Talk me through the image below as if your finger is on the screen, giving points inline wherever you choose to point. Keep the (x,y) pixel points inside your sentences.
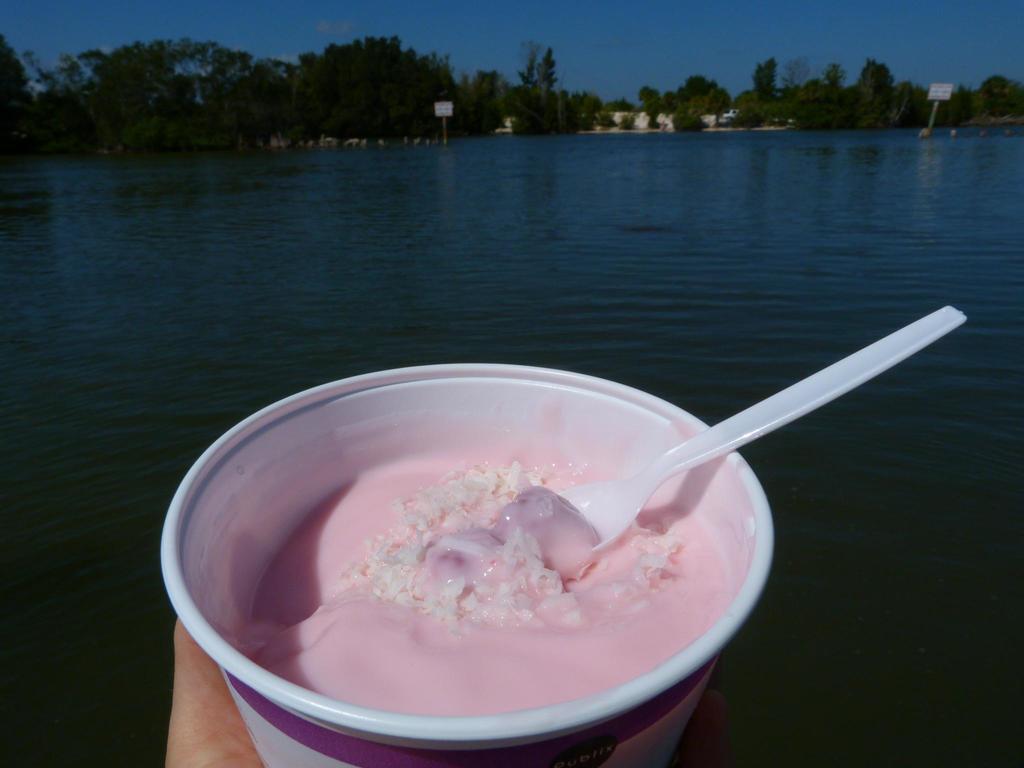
A sea (852,544) where there are some trees (20,96) and which has some food content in the cup (481,411) along with the spoon (736,427).
